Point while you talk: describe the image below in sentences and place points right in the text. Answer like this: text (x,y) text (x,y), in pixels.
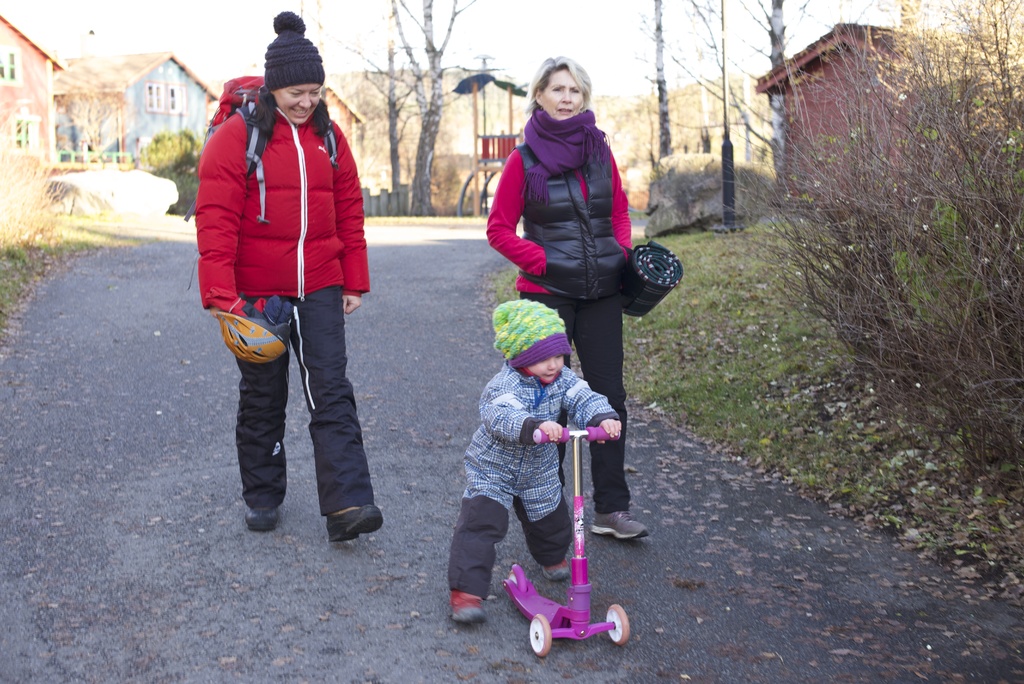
In this picture I can see the road (112,641) in front (298,642), on which I can see a child (533,450) holding a scooter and behind the child (549,333) I can see 2 women (337,183) who are wearing jackets (251,263) and holding things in their hands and the woman (284,211) on the left (253,289) is wearing a bag (219,117). On the right side of this picture (864,168) I can see the plants (874,202). In the background (774,304) I can see the buildings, grass (756,274) and number of trees (702,139).
